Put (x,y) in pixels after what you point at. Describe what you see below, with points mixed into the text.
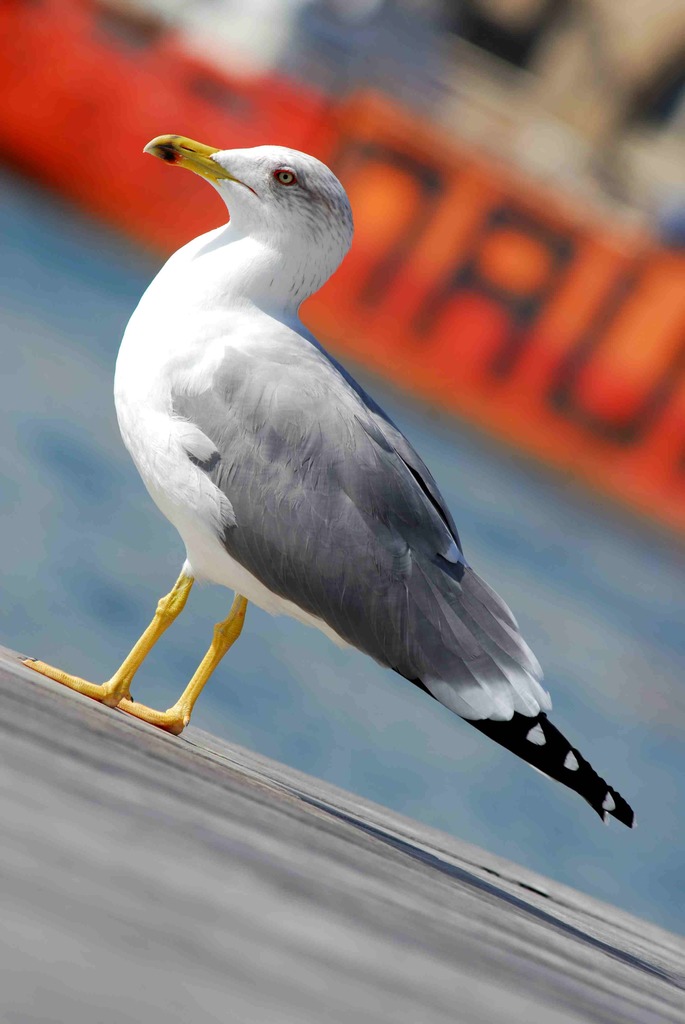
There is a yellow-legged gull (307,470) which is white and black in color is standing on an object (209,759) and the background (587,256) is in orange color.
